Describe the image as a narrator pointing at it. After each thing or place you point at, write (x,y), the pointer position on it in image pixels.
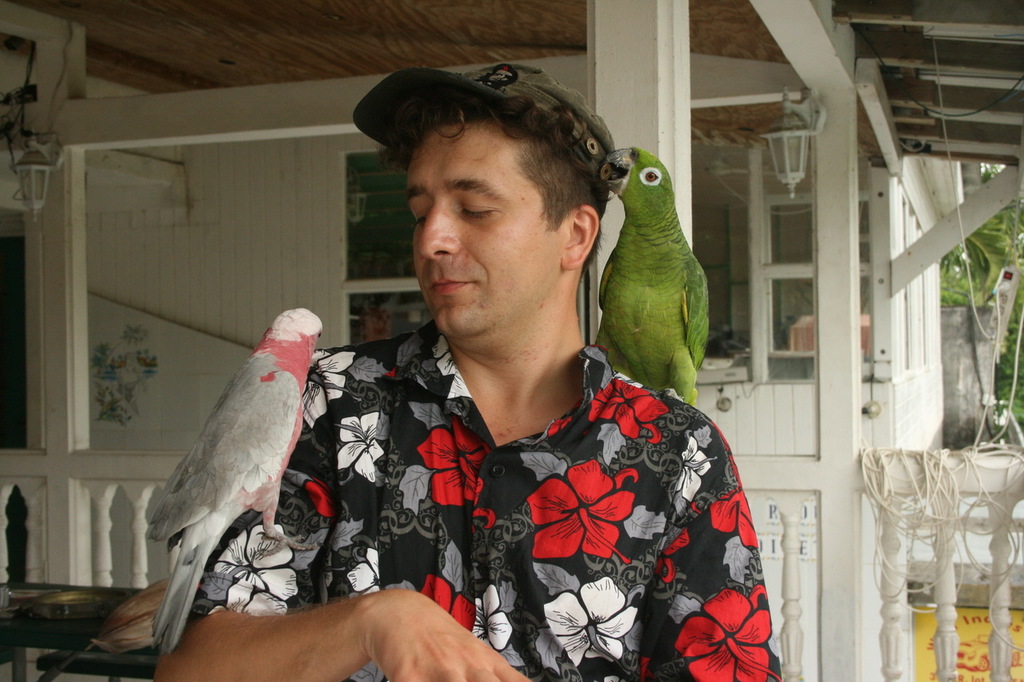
In this picture we can see a man (438,380) standing with a parrot (634,195) on his left shoulder (625,377) and a parrot (277,487) on his right arm (309,468).
